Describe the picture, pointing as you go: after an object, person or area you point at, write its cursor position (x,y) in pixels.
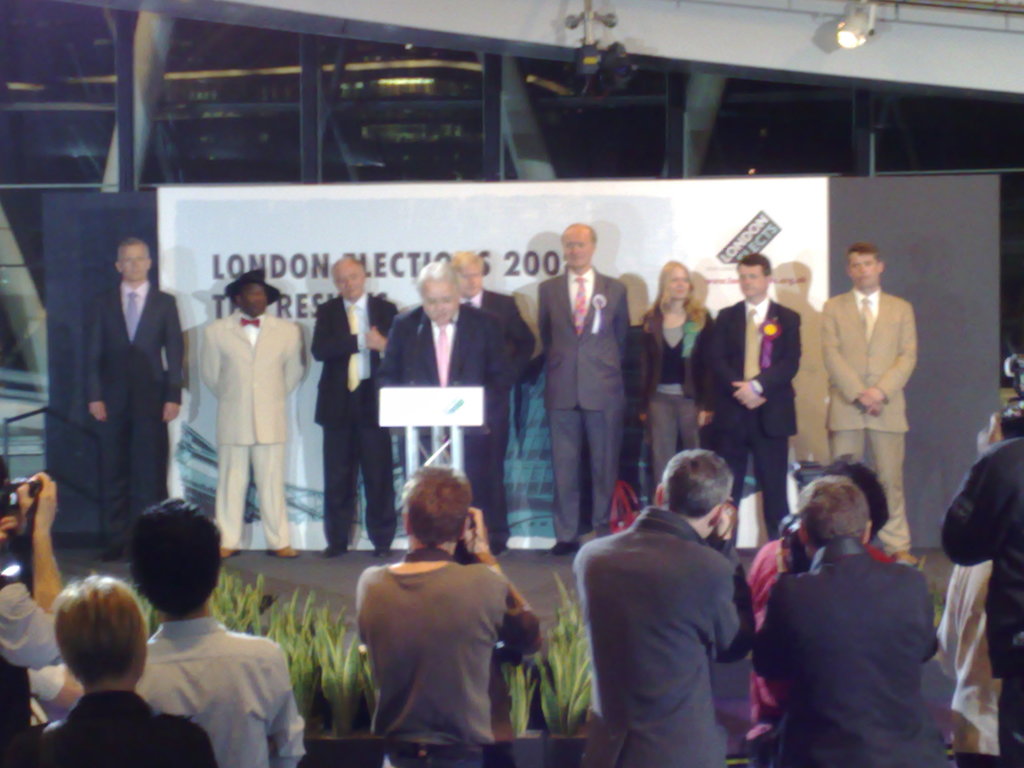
In this image there are people (678,754) taking photos in the foreground (385,682). There is grass (346,664). There are other people (355,392) standing on the stage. There is a banner (792,197) in the background (648,227). At the top (813,48) there is a roof (756,66) and there is a light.
